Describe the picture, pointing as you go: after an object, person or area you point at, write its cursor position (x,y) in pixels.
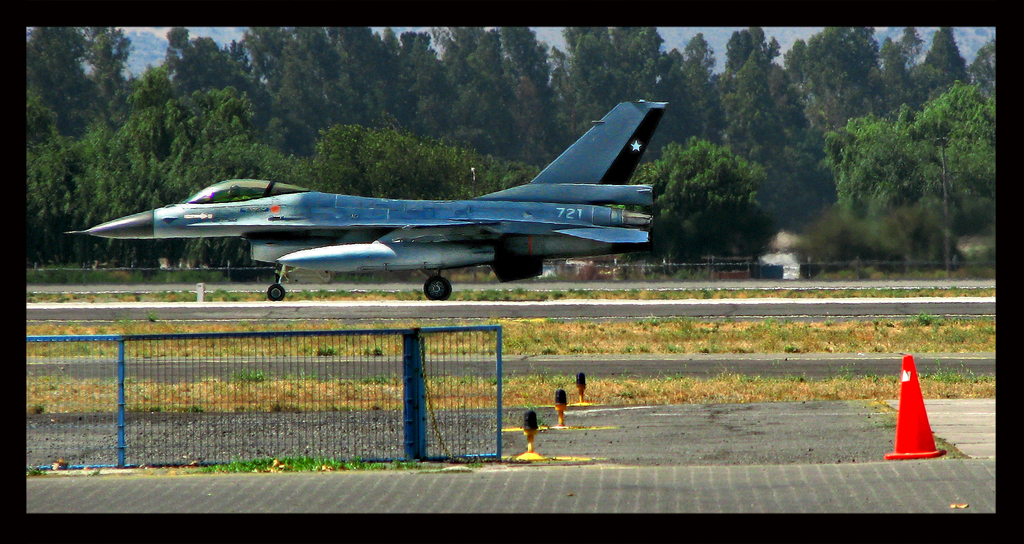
In this image we can see sky (710,30) with clouds (724,42), trees (458,161), grills (304,335), aeroplane (288,243), traffic cone (917,400), barrier poles (530,434), road (514,441) and grass (450,345).
